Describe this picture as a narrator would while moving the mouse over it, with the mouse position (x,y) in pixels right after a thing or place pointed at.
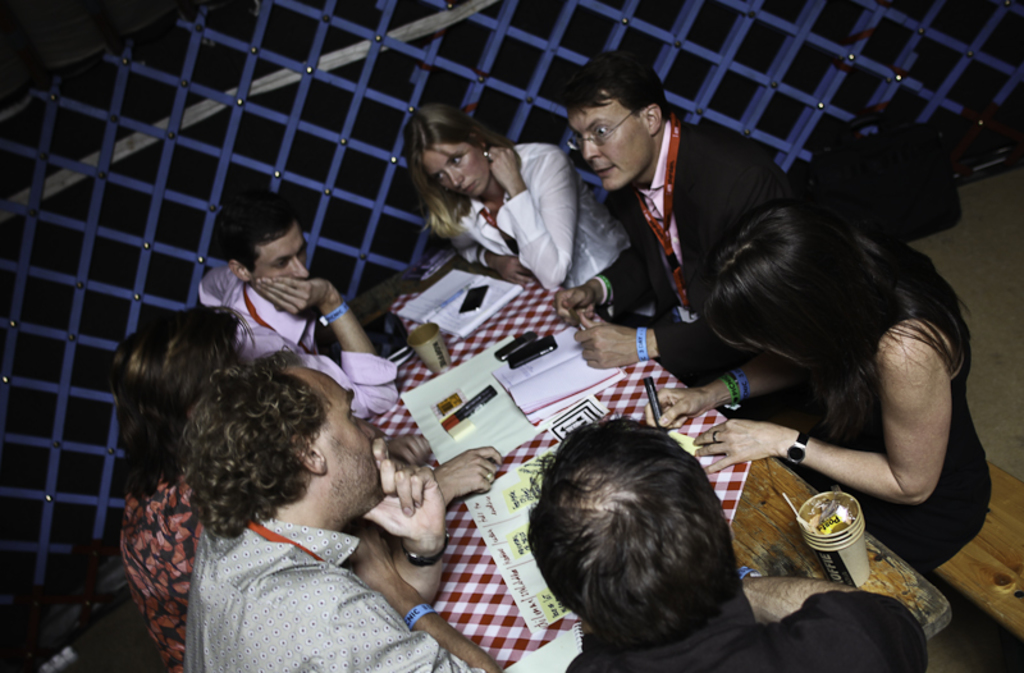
In this picture, we can see a few people (671,351) sitting on benches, and resting their hands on table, and we can see papers (520,387), mobile phones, cups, and some objects (568,427) on the table (466,512), we can see the ground (990,330) and some objects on the ground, and we can see fence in the background (164,94).
